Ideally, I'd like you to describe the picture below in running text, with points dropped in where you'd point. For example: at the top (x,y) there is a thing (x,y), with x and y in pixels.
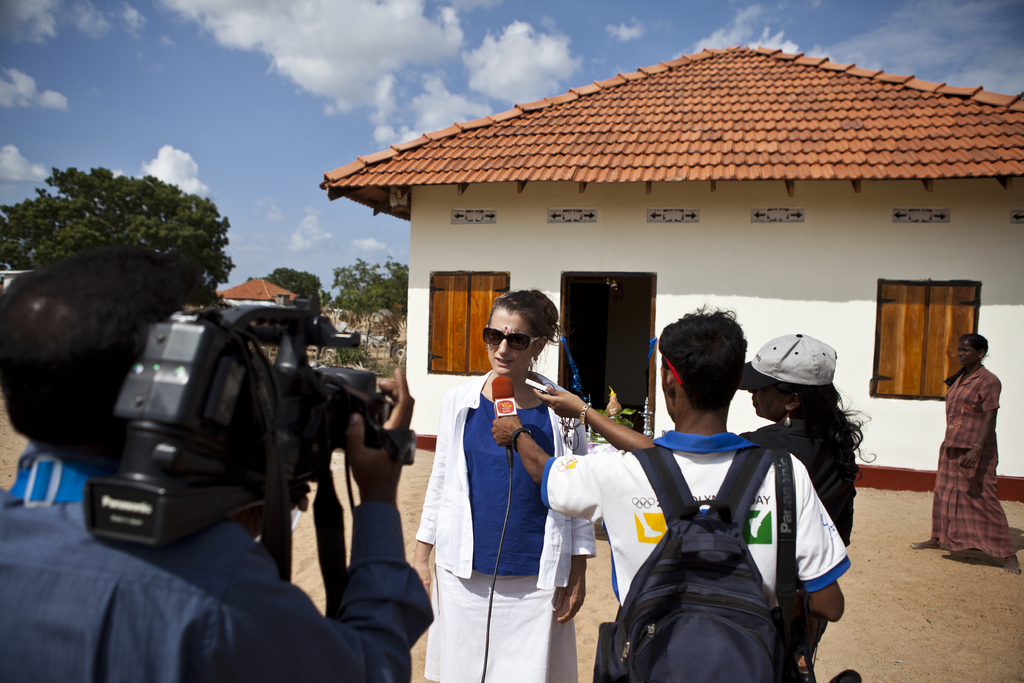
This is the picture taken in the outdoor, there are group of people (584,512) standing on the floor (928,604). The man (272,624) in blue shirt (179,620) holding a camera (206,487) and the other man man (602,519) in white t shirt (641,524) wearing a bag (654,590) and holding microphone (498,398). Background of this people (440,483) is a house (545,229), tree (371,277) and a sky (279,96) with clouds (322,51).
